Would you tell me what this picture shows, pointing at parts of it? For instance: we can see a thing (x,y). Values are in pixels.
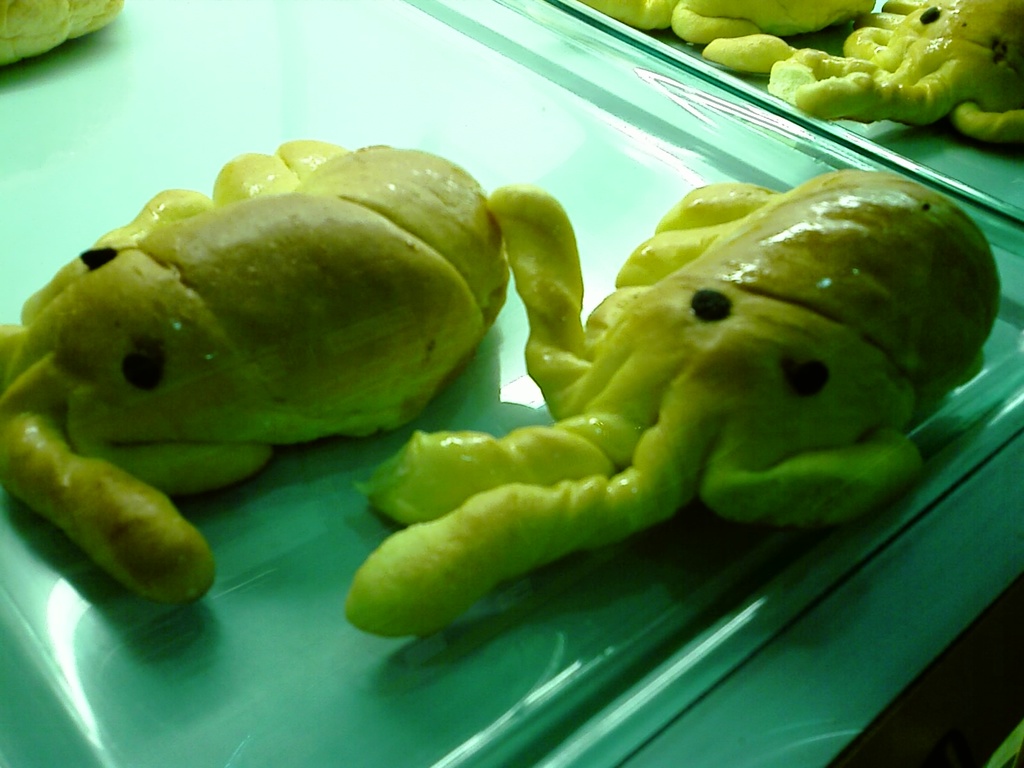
In the image we can see this is a food item (643,377) and this is a shelf (812,620).
